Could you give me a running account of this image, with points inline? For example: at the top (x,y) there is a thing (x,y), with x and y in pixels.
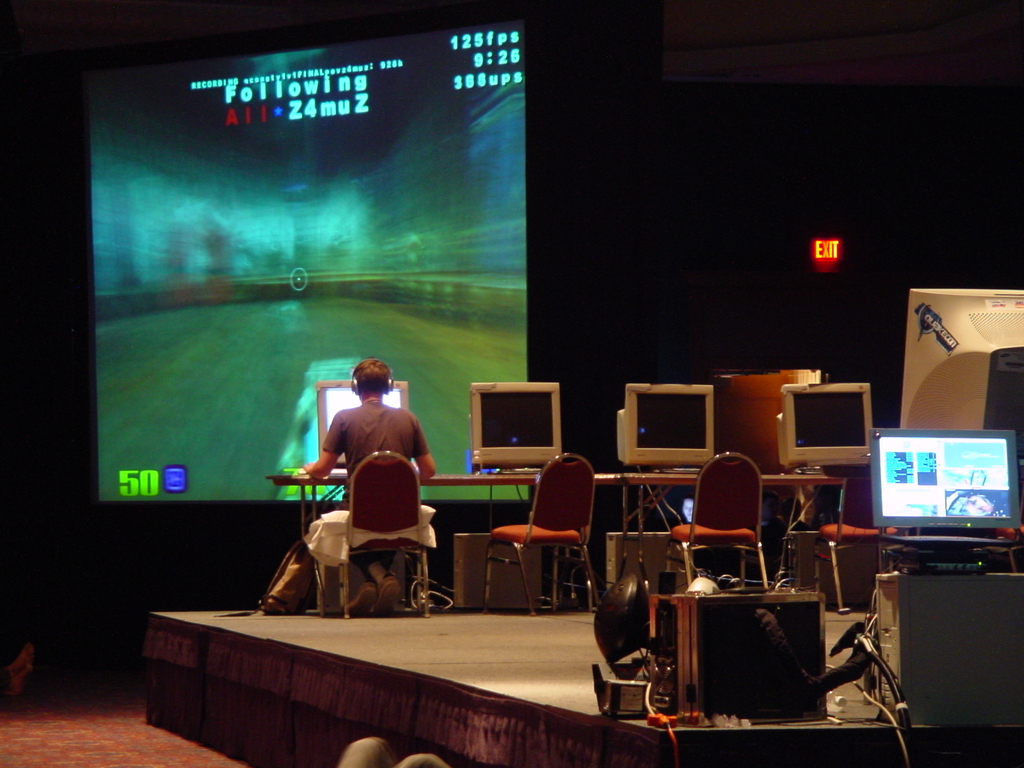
In this image there is a man (379,437) sitting on the chair (382,485), he is wearing headphones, there are tables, there are monitors (688,439), there is a Central Processing Unit (947,641) towards the right of the image (967,607), there is a stage (399,669), there are objects (701,636) on the stage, there are objects (407,758) towards the bottom of the image (365,758), there is a floor (88,739) towards the bottom of the image (106,739), there is a screen (316,229), there is text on the screen (359,120), there is a number (155,481) on the screen (180,482), there is a board (824,251), there is text (830,250) on the board (831,246), there is an object (810,55) towards the top of the image (800,42), the background of the image (762,175) is dark.
